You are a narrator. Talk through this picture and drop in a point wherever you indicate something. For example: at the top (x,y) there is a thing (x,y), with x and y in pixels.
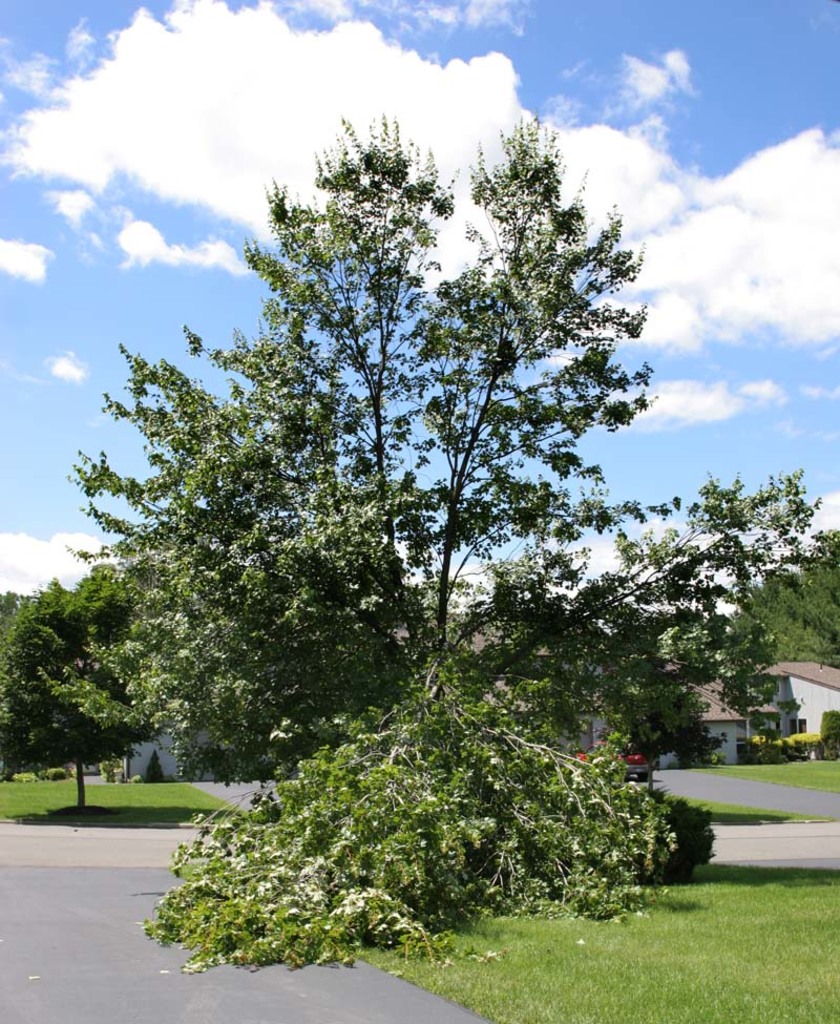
In this picture in the front (757,987) there's grass (708,983) on the ground (663,997). In the background (616,702) there are trees (427,703) and buildings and the sky (269,192) is cloudy.
